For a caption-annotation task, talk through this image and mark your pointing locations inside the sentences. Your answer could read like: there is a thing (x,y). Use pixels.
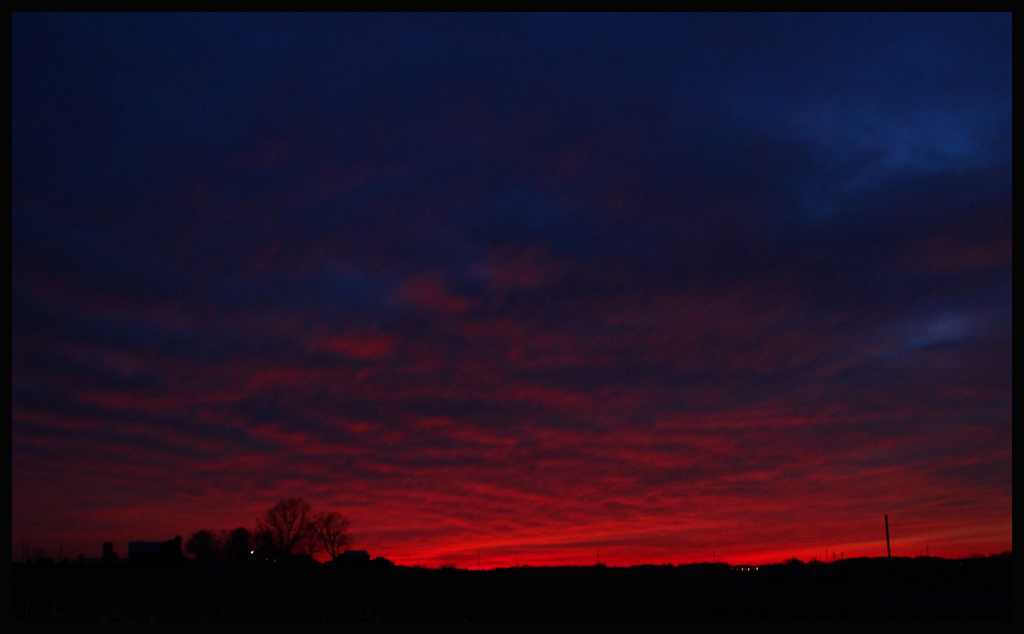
In this picture there are few trees (345,532) and the sky (514,506) is in red and blue color.
